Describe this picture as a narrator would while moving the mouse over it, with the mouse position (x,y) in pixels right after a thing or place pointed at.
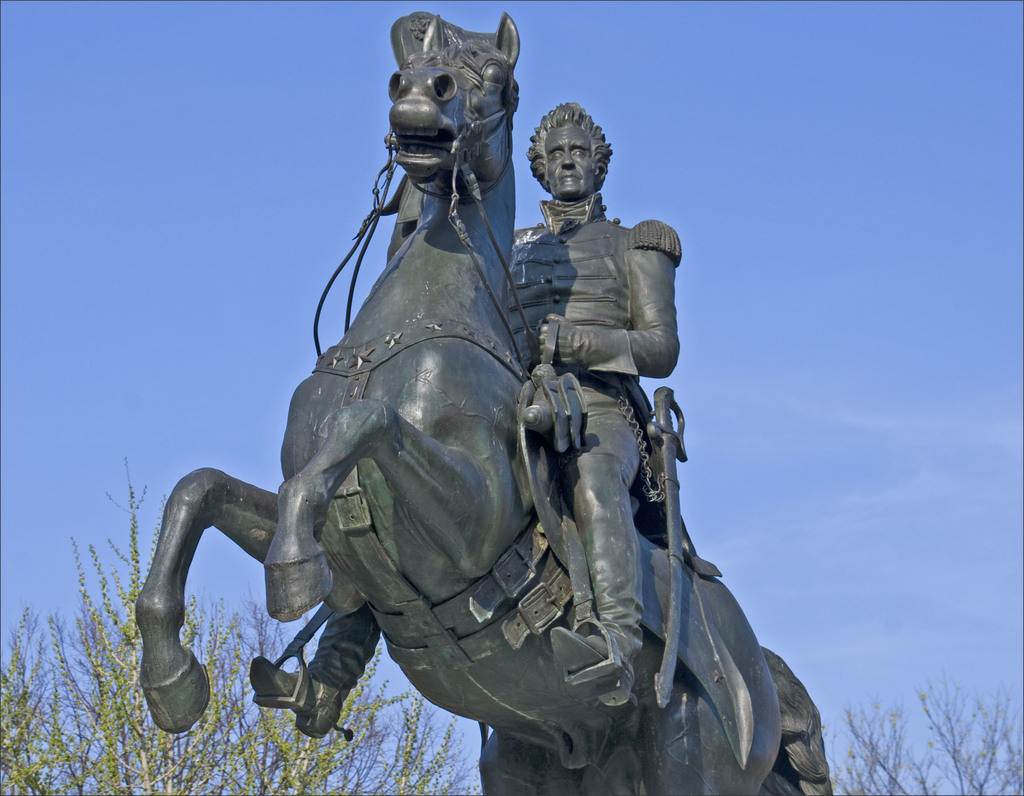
In this picture we can see a statue (361,633) and a few plants (109,688) in the background (89,687). Sky (364,118) is blue in color.
